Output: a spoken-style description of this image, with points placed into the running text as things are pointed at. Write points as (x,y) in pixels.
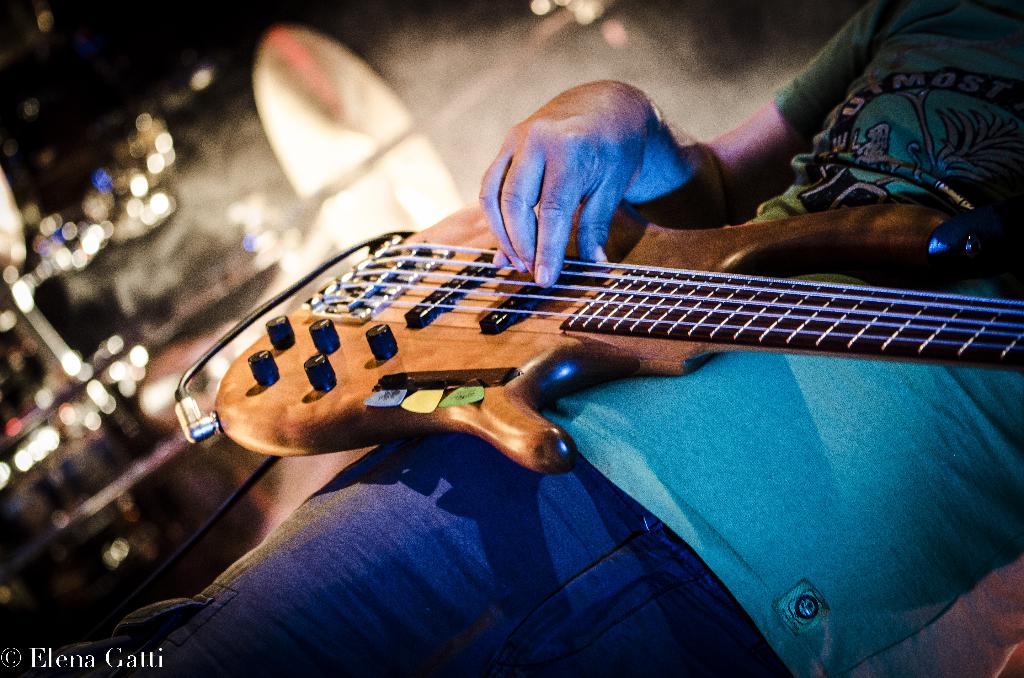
He is sitting and he's wearing guitar (271,419). We can see in background (149,194) lights (99,391).
